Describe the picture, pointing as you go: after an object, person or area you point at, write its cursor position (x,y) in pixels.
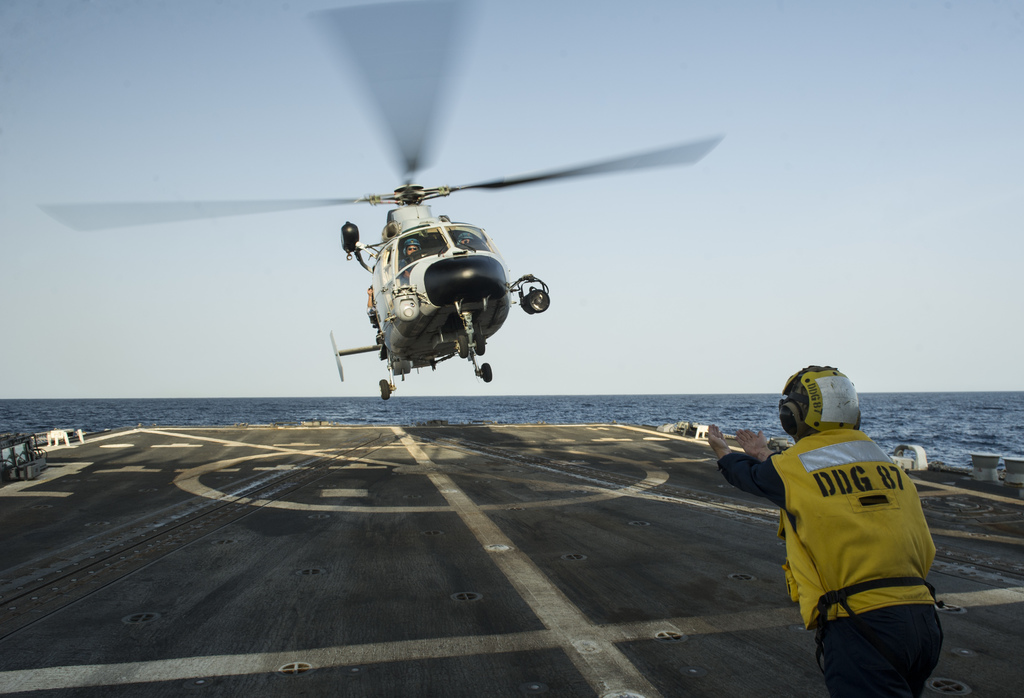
In this image I can see helicopter (415,285) which is in white and black color. In front (824,536) I can see a person (842,515) wearing yellow and black dress (838,582). Back I can see a water (706,398). The sky (724,200) is in blue and white color.
